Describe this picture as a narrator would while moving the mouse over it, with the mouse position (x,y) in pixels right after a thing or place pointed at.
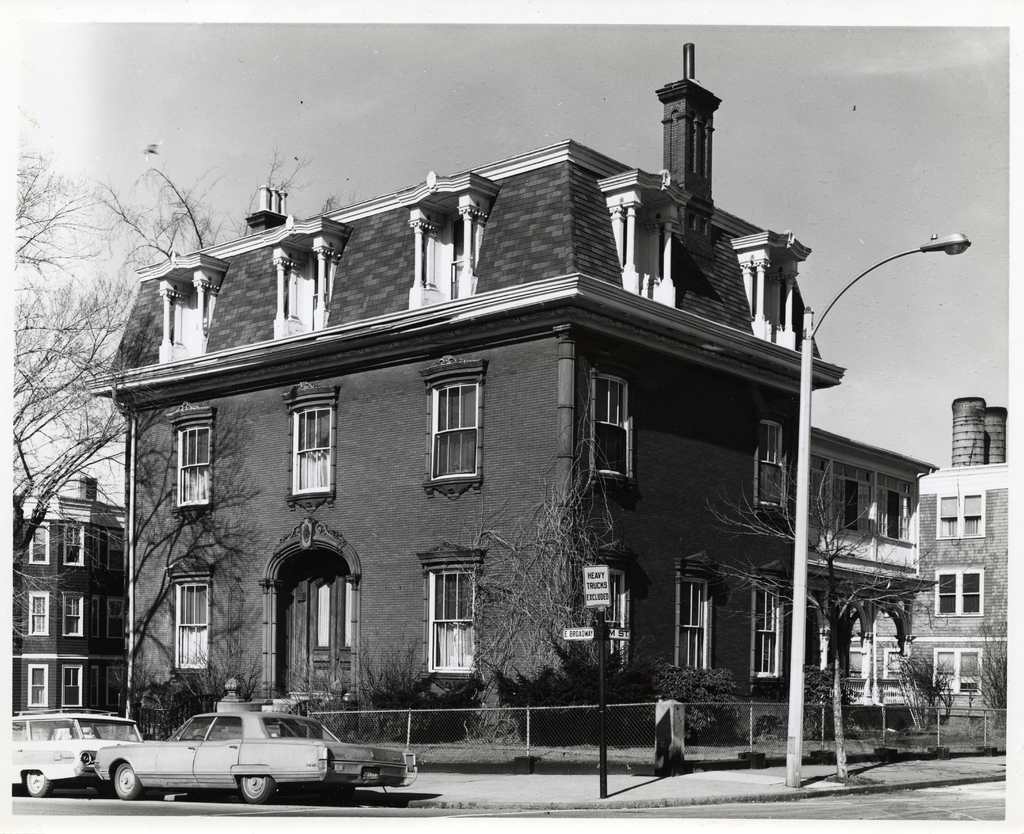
This is a black and white picture. I can see vehicles (69,749) on the road (101,799), fence (568,738), poles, boards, buildings (391,217), plants (548,584), trees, and in the background (724,149) there is the sky (846,126).
